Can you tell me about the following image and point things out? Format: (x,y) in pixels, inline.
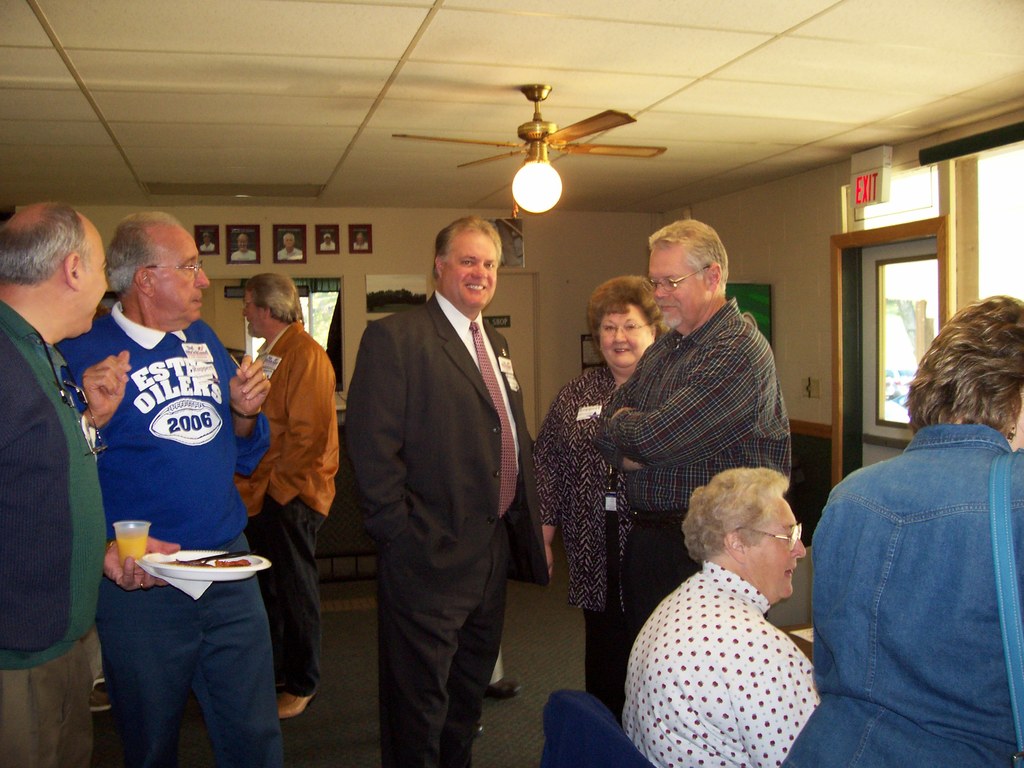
In this image in front (71,516) there are people (424,509) standing on the floor (498,734). On the right side of the image (747,650) there is a person (656,683) sitting on the chair (596,759). In front of her there is a table (800,640). There is a glass window (903,295). In the background of the image (245,241) there are photo frames (293,225) on the wall (378,229). There is a door (527,302). On top of the image (563,148) there is a fan (563,148) with the light (547,179).
